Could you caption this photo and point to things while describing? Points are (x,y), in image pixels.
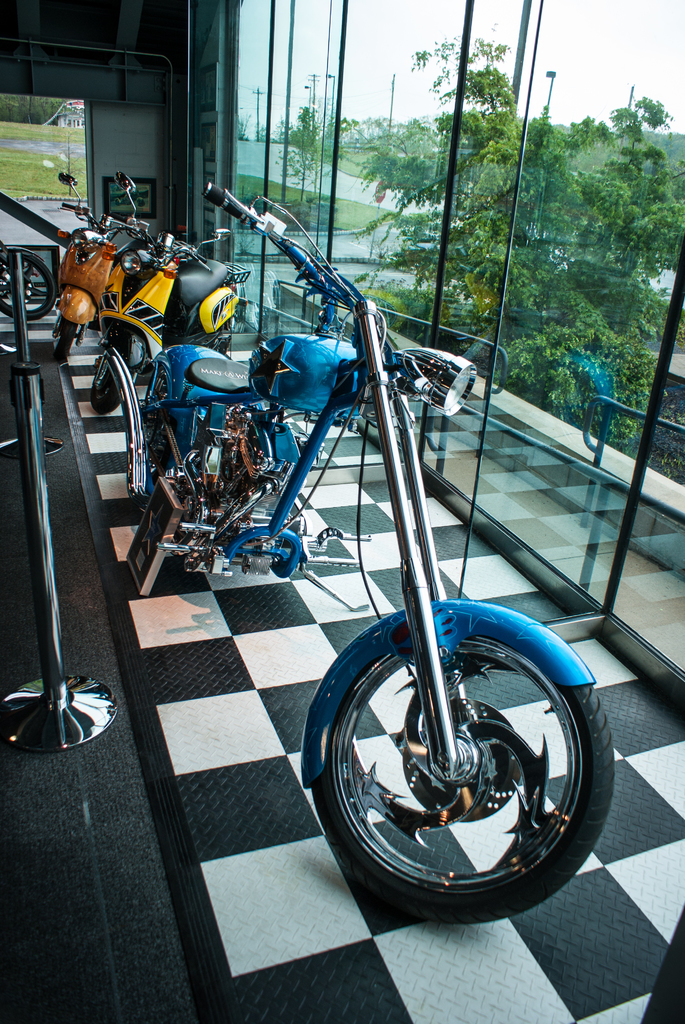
In the picture I can see the blue color motorbike (423,534) and two scooters (133,258) are showcased on the floor (305,1023) which is in black and white. Here we can see stands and the photo frame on the wall (98,104) in the background (109,166). On the right side of the image (610,250) we can see the glass doors (420,196) through which we can see the trees (593,160), road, current poles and the sky (250,77).
